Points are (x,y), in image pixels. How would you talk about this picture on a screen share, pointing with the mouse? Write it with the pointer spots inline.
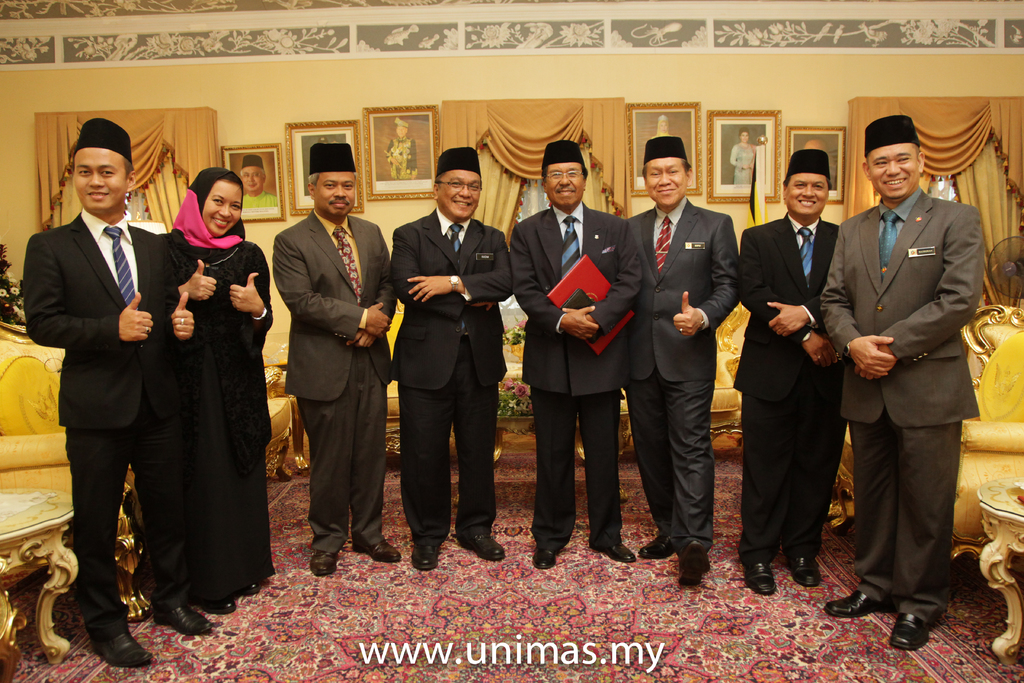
In this image, there are a few people (536,406). We can see the ground (447,591). We can see some sofa chairs (1016,310). We can also see the wall (292,59) with some photo frames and curtains (1008,180). We can see some flowers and a table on the right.
